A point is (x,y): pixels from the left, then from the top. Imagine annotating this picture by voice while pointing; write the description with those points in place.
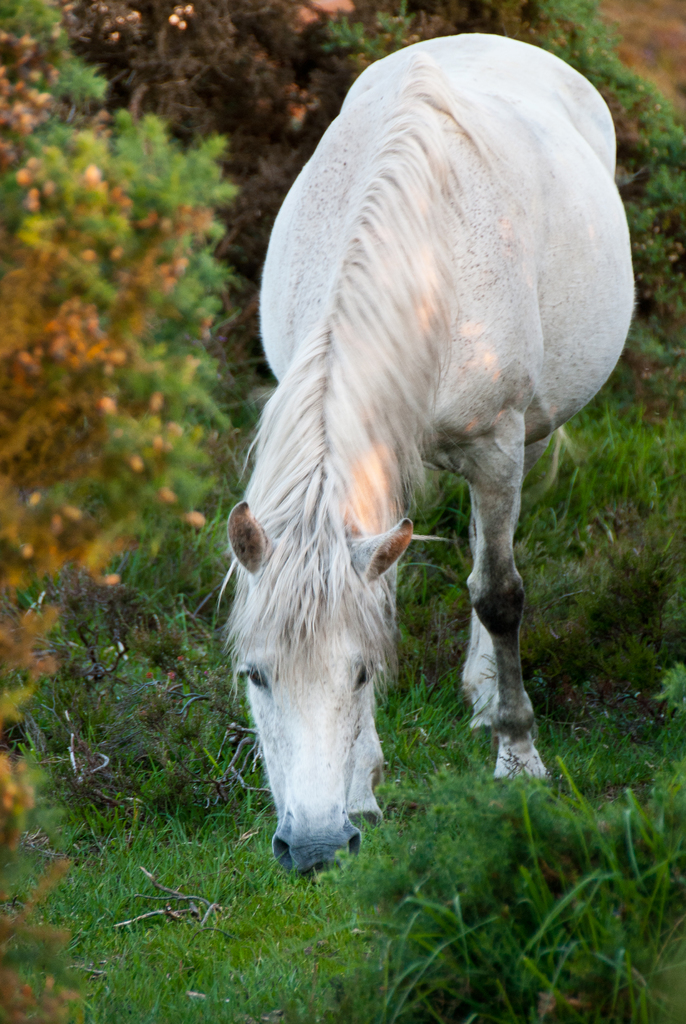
There is one white color horse (392,411) is present on a grassy land (399,585) as we can see in the middle of this image (400,681). We can see plants (177,182) in the background (349,78).
